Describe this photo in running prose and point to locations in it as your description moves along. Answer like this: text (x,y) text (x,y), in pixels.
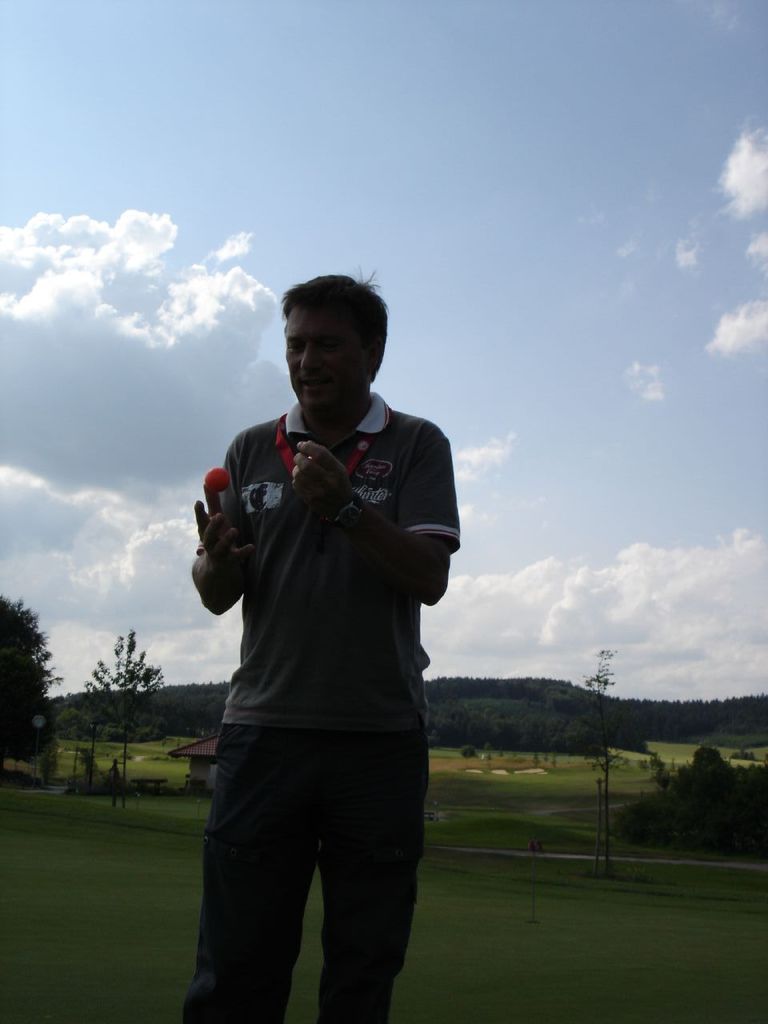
There is one man (318,601) standing and catching a ball (211,483) in the middle of this image (398,510), and there are some trees (99,711) and a grassy land (520,791) in the background (67,770). There is a cloudy sky (395,316) at the top of this image (231,229).
